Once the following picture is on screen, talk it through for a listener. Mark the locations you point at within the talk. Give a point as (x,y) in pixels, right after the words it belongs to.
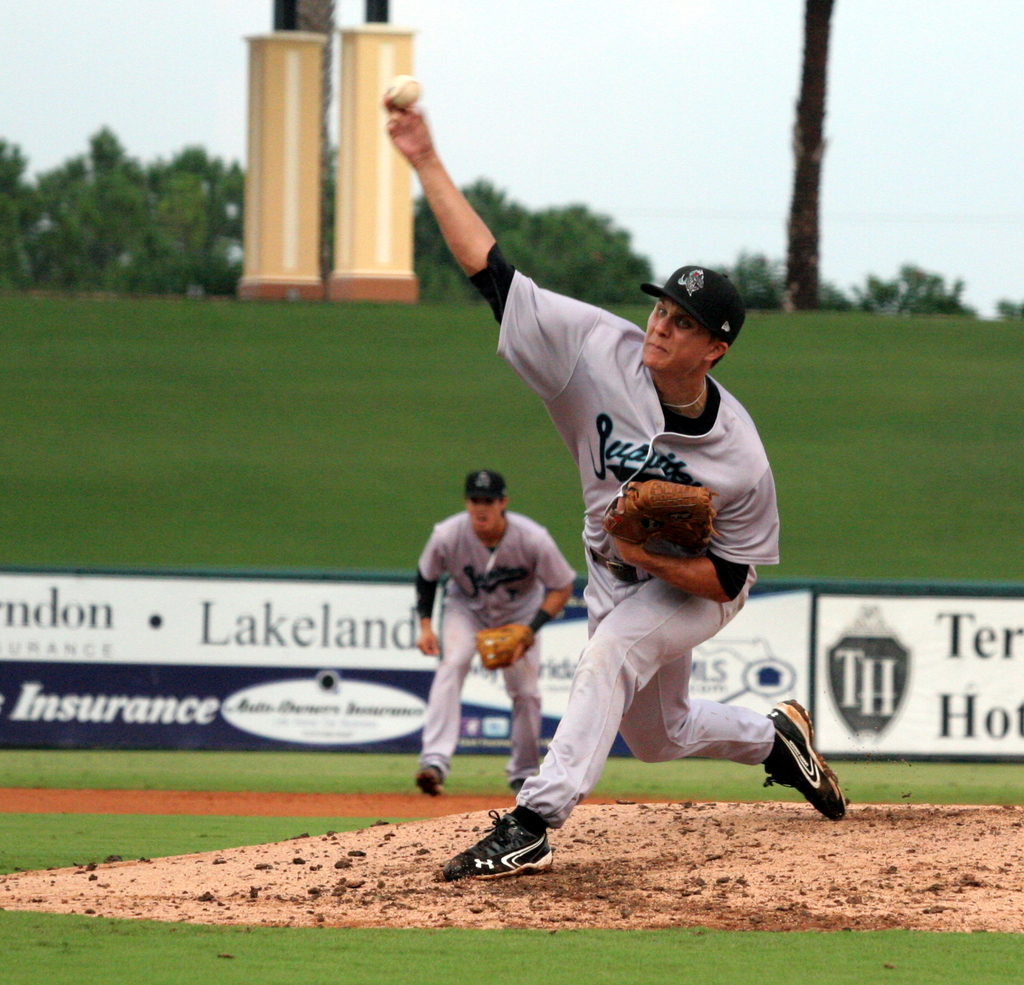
In this Image I can see a person (408,142) holding something and a ball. He is wearing white dress (603,731) and black shoes (540,850). Back I can see a person (470,540), banner (258,603), trees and pillars (307,159). The sky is in white and blue color.
